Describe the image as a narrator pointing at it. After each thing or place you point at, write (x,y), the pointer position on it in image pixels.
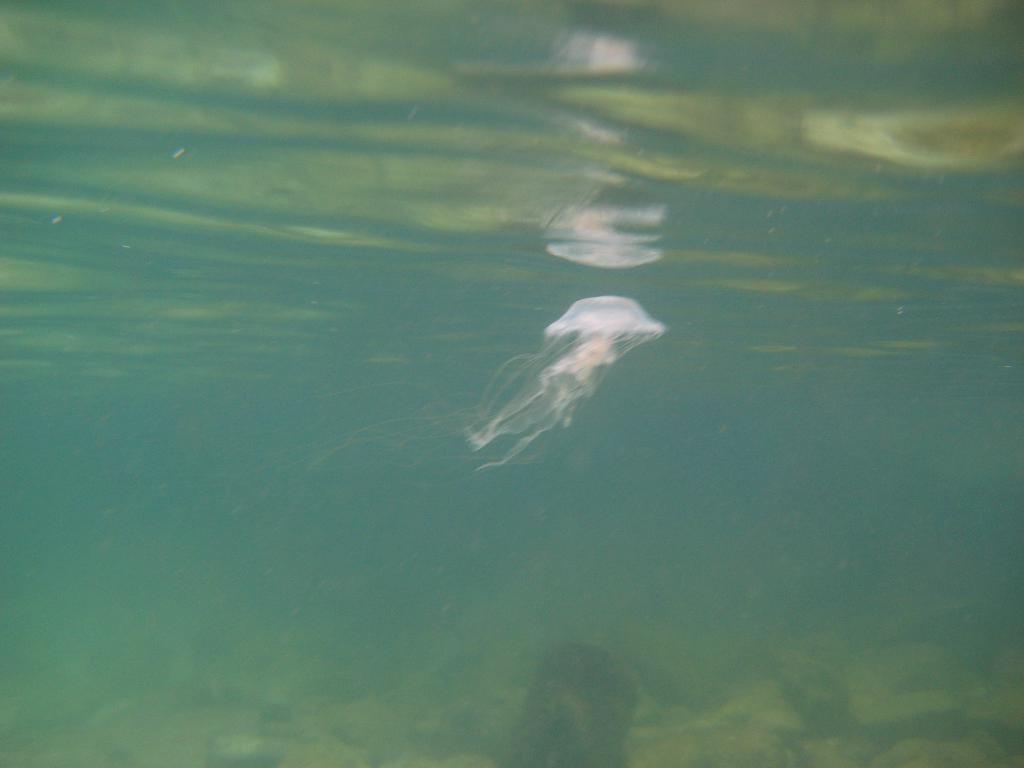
In the picture we can see deep inside the water (772,486) with some rocks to the path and a jelly fish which is white in color.
